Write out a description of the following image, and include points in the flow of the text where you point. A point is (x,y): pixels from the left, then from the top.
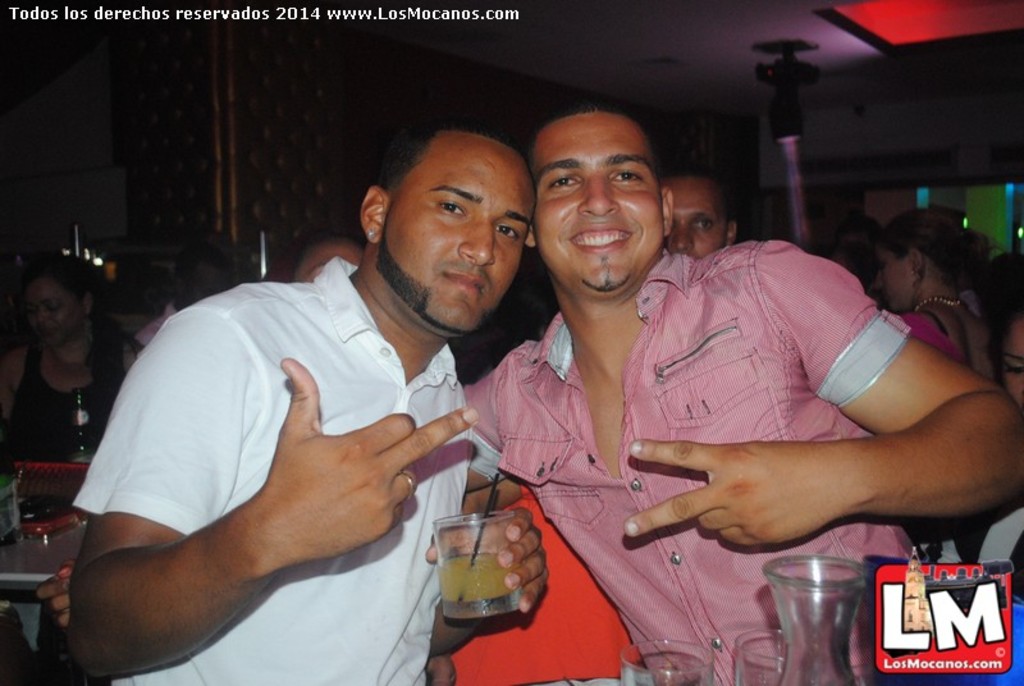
In this image we can see few people (335,391) in a room (335,391), a person (385,359) is holding a glass (489,541) and some juice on it, there are some glasses (813,632).
